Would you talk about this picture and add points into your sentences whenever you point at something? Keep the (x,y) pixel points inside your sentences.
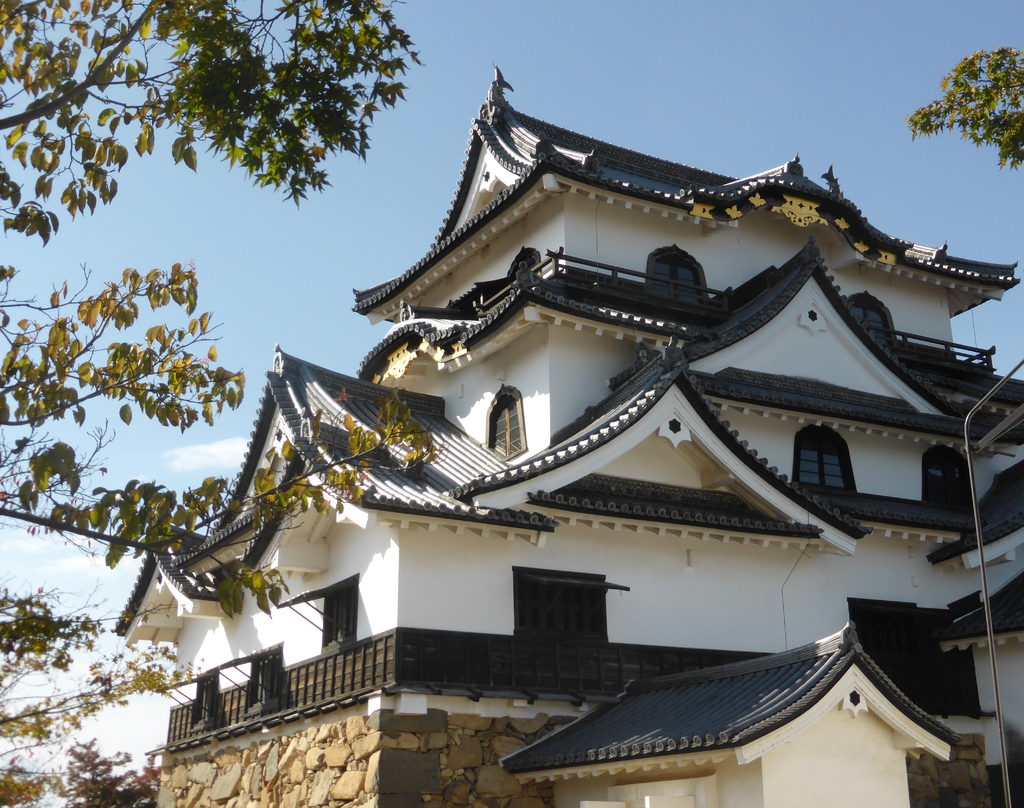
On the left side (24,624), we see the trees (40,624). In the middle (554,536), we see a building (502,541) in white color with a grey color roof (484,338). This building (489,563) has the railing (417,628) and the windows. On the right side (963,88), we see a pole (1010,424) and a tree (965,110). In the background (257,218), we see the clouds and the sky (288,263), which is blue in color.
